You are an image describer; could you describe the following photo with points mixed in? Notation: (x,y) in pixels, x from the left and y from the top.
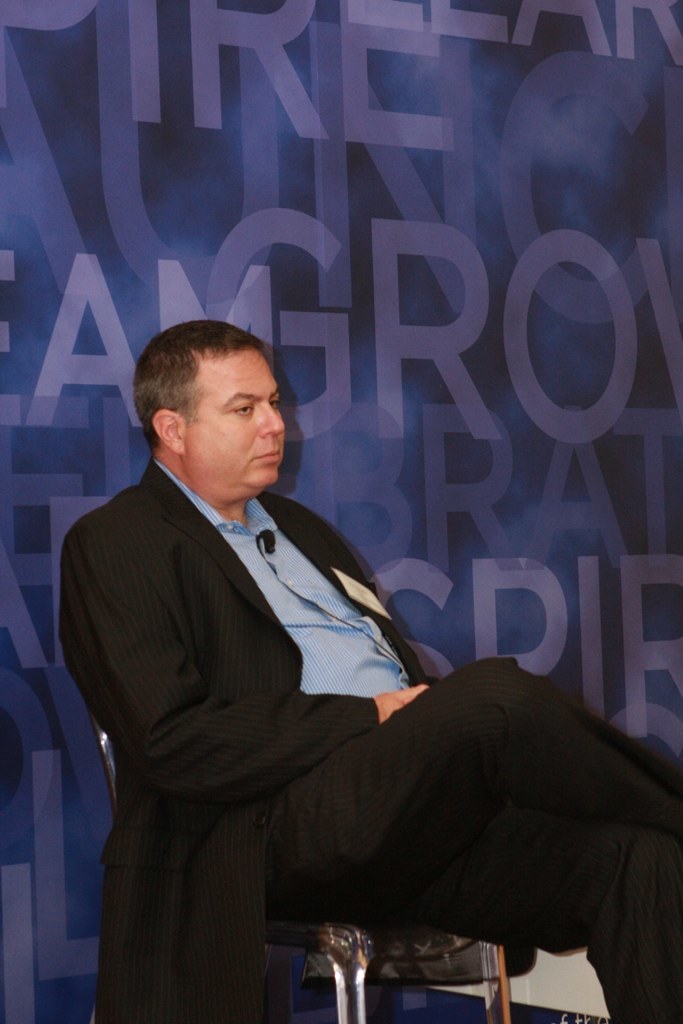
In the picture there is a man (378,796) sitting on a chair (489,940) and behind him there are a lot of alphabets (59,271) on a surface (488,90).
